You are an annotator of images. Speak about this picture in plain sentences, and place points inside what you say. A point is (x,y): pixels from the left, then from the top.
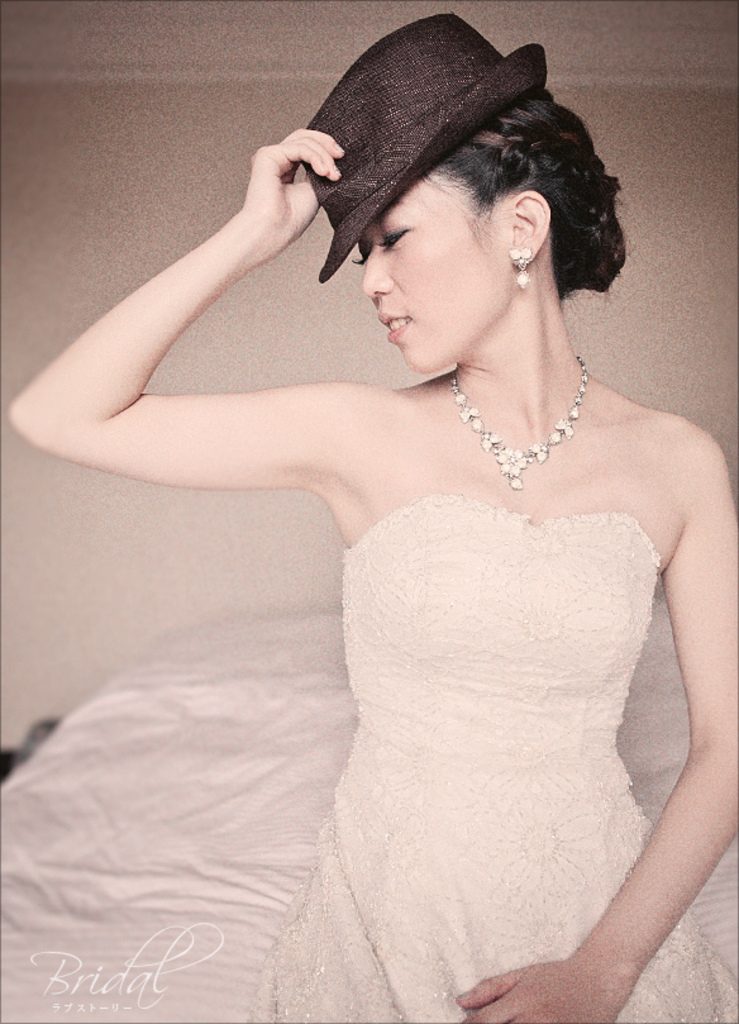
In this image a lady (468,716) is standing wearing white gown (527,830) and a cap (403,101). In the background (95,572) there is wall (126,600) and bed (170,775).
